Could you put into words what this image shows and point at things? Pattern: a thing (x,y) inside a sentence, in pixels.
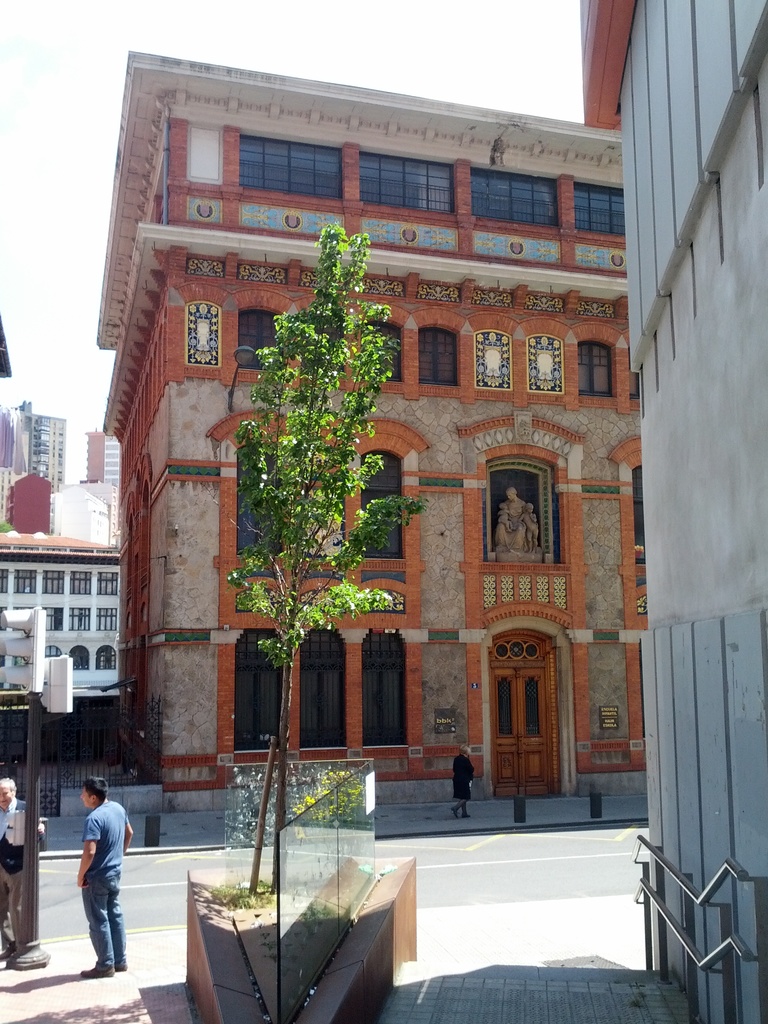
In this image we can see a building (482,545) with windows (399,649) and a plant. We can see a person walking on the footpath (425,809) and two people (114,861) standing on the road (180,899). We can also see traffic lights (51,706) with a pole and the sky (28,326) which looks cloudy.
